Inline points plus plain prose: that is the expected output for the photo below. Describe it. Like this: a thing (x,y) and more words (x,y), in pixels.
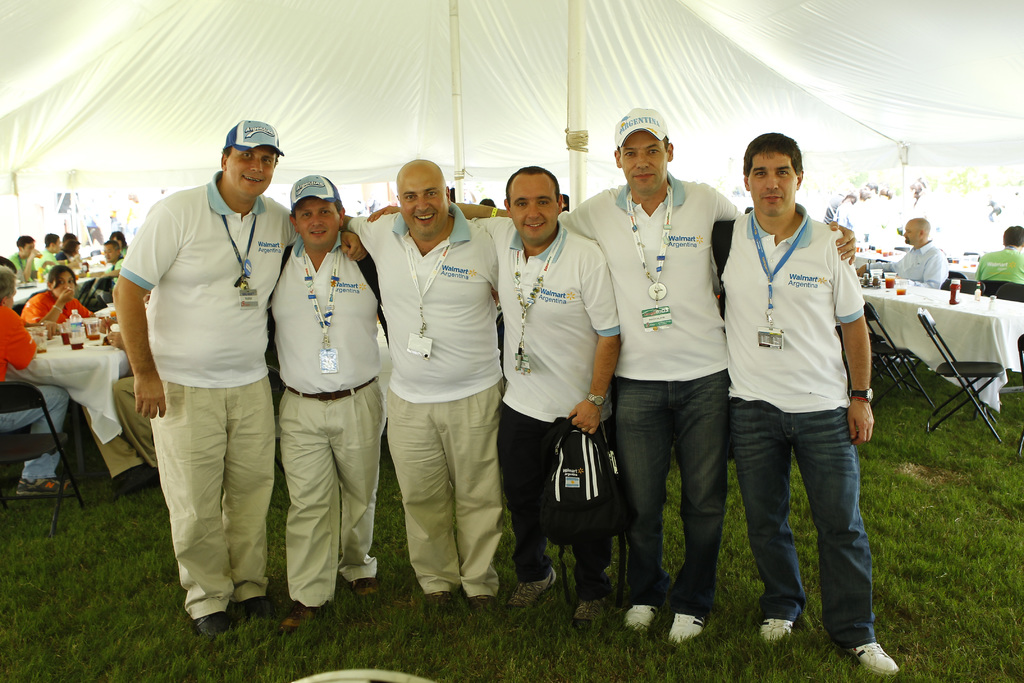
In this image I can see a group of men (607,262) are standing, they wore white color t-shirts (408,358). Behind them there are dining tables (55,368), few people (55,398) are sitting on the chairs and having the food (105,341). At the top (304,103) it looks like a tent (293,106).
